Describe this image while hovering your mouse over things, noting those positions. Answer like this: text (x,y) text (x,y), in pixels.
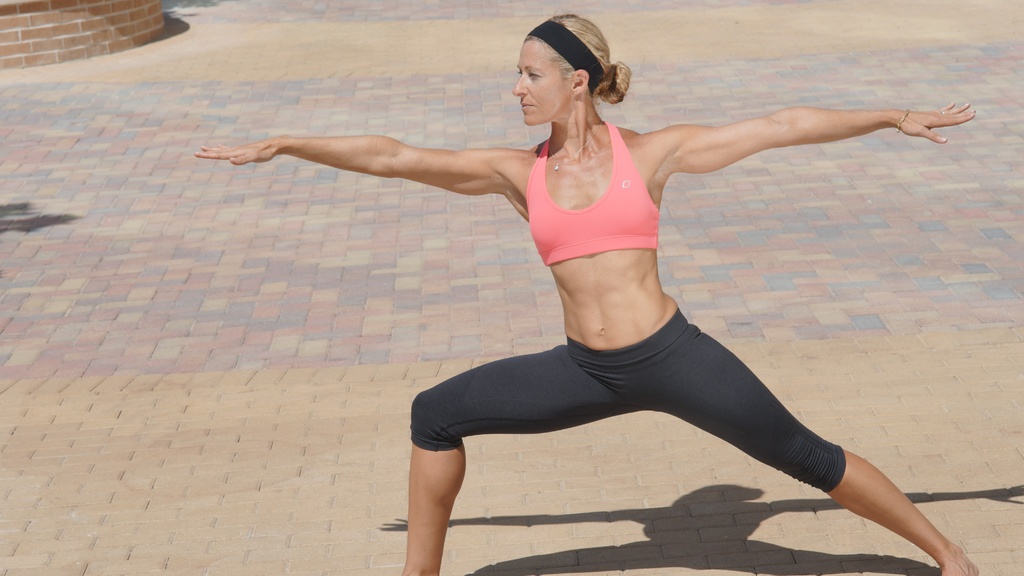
In the picture I can see a woman (637,406) standing and stretching her body (702,167) and there is a brick wall (84,34) in the left top corner (78,40).
